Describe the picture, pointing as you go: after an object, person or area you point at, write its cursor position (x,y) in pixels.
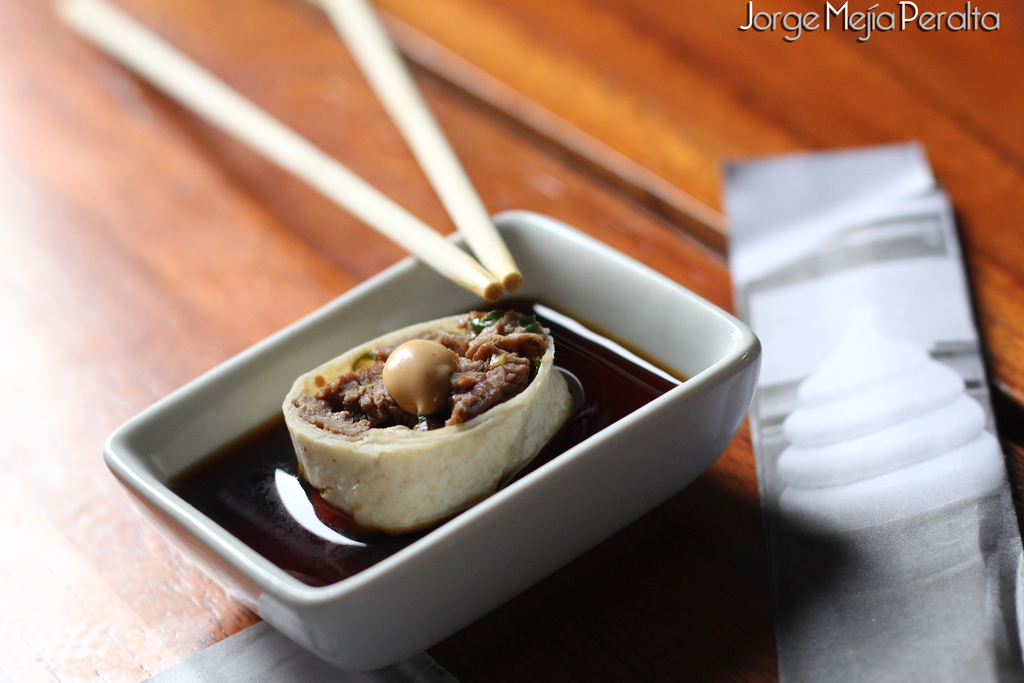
In this picture we can see some food (386,511) in the bowl (408,603). These are the chopsticks (346,179). And this is the table (18,391).
